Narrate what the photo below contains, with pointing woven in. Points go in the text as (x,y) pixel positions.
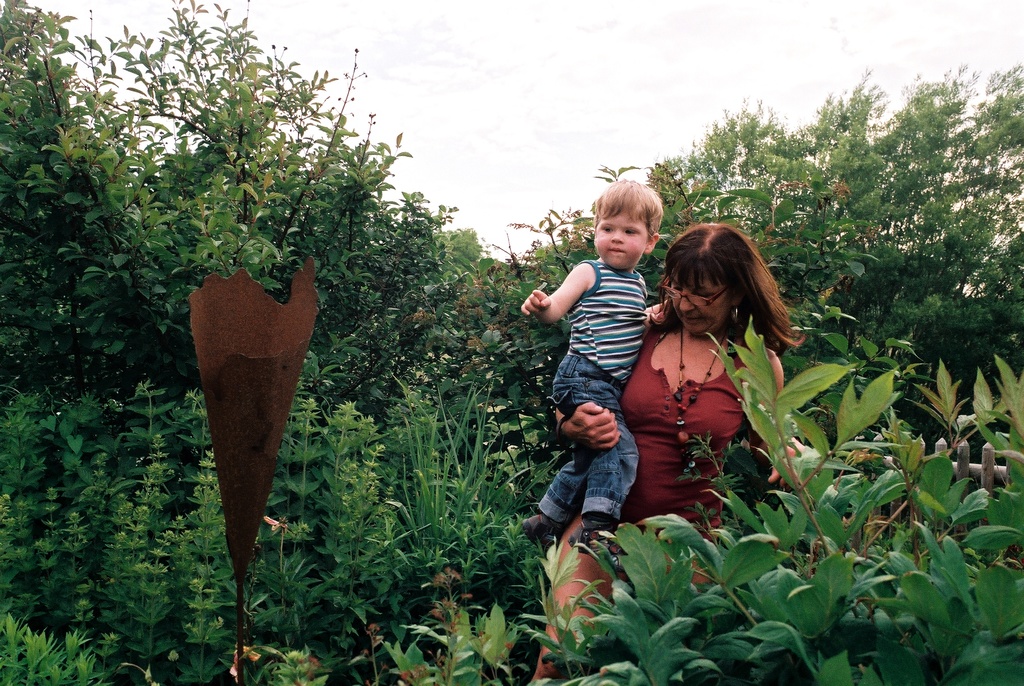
In this image I can see two persons (607,348), few plants (353,504) in green color. In the background (603,82) the sky (603,82) is in white color.
